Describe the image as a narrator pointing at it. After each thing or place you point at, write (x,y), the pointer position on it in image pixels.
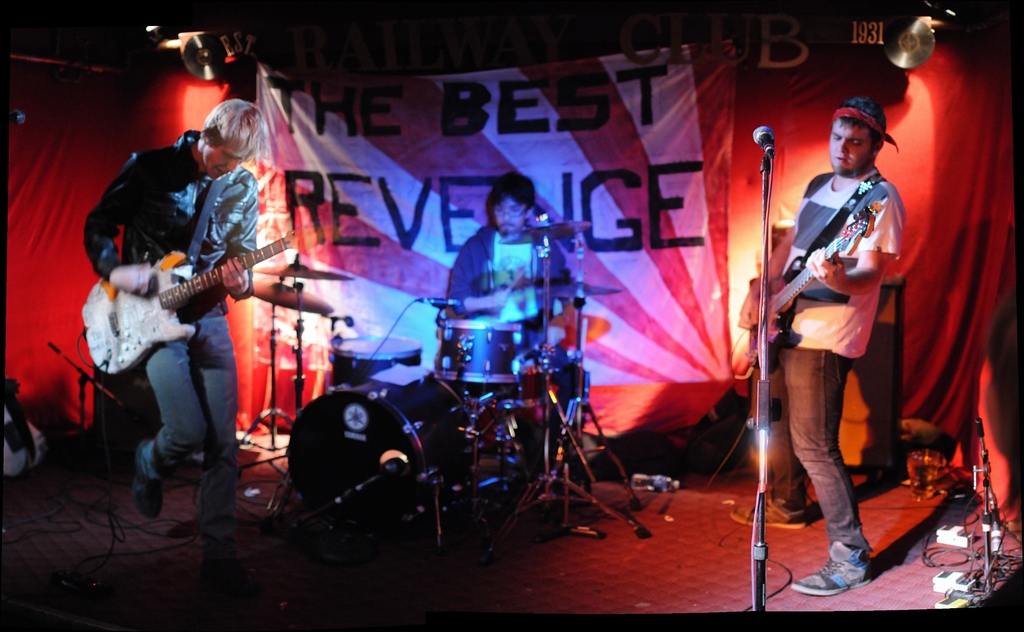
On the background (522,122) we can see flexi (511,131), CD's (213,39) hanged. Here we can see two persons (160,350) standing in front of a mike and playing guitars (107,336). Here we can see one man (493,309) is sitting and playing drums (428,428). He wore spectacles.
